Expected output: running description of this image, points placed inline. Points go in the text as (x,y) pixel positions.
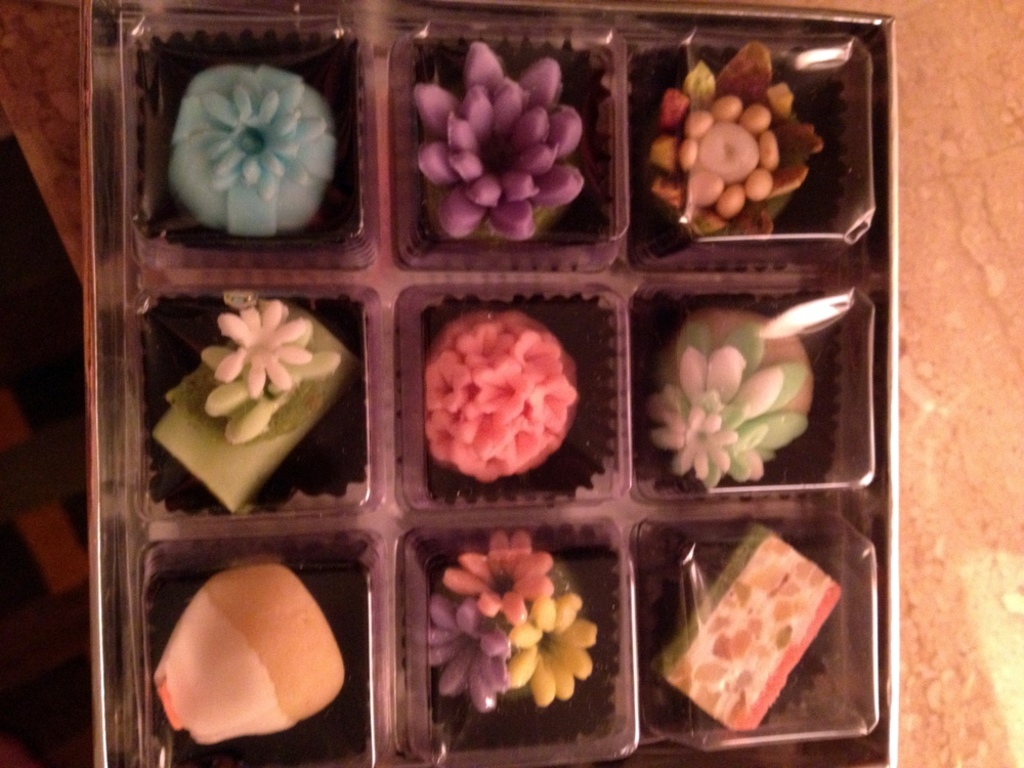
This picture shows sweets (532,636) in the box (894,251) on the table (64,54).
